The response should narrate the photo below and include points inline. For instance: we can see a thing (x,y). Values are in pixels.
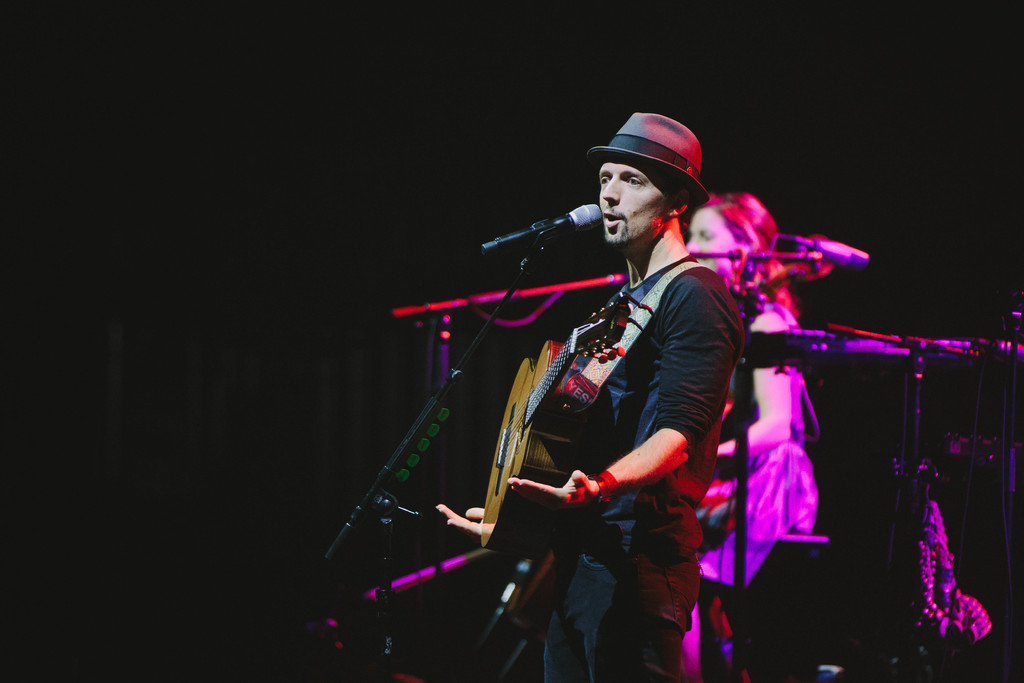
This image is clicked in a musical concert. There are two people (673,322) in this image who are playing musical instruments (519,392). Mikes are there in front of them. The one who is in the middle (681,282) is singing something.
